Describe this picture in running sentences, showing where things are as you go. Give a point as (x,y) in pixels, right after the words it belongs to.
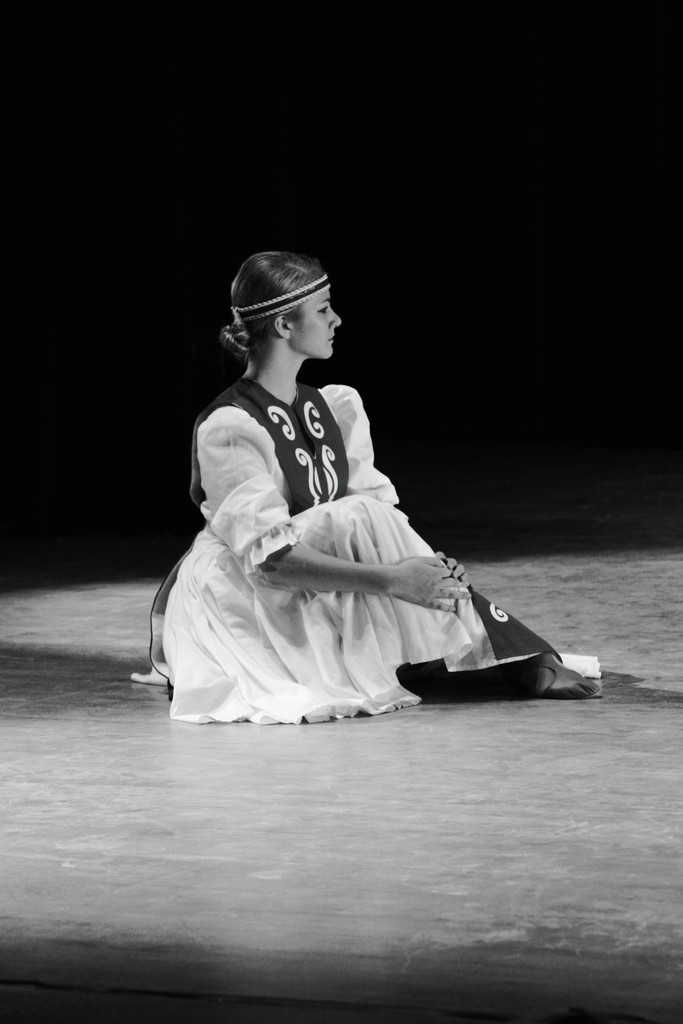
This is a black and white image. In the center of the image (322,545) we can see a lady (311,560) is sitting. At the bottom of the image (471,780) we can see the floor (446,784). In the background (312,197) the image is dark.
